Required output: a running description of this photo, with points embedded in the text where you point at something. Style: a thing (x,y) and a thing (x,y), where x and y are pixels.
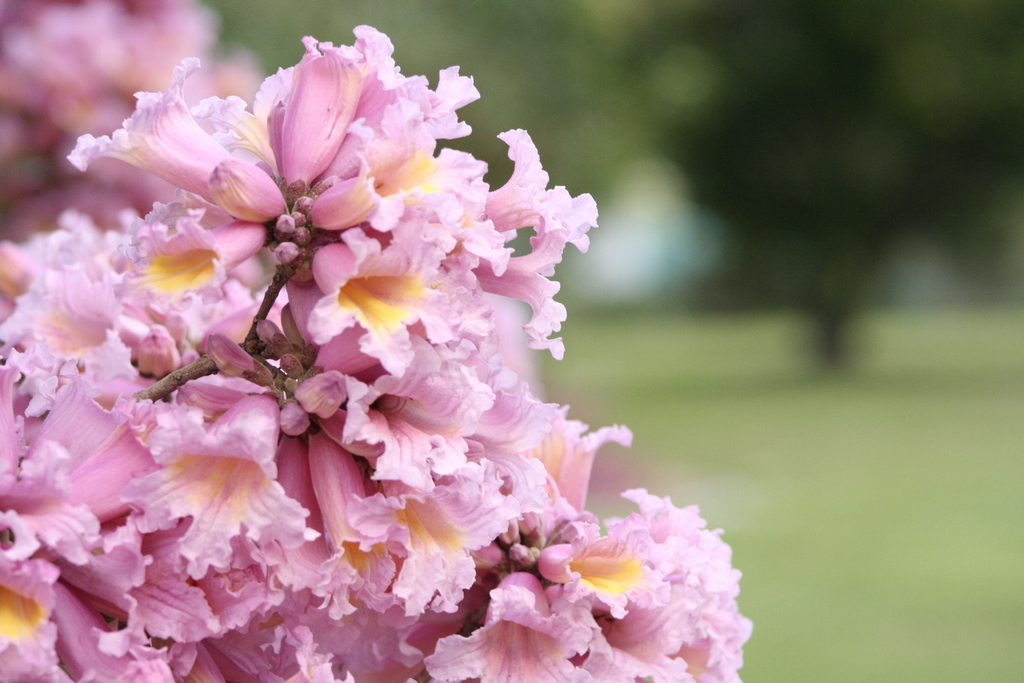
This image is taken outdoors. In this image the background (578,86) is a little blurred. There are a few trees (723,129) on the ground (779,336). There are a few flowers (98,123). On the left side of the image (186,476) there are many flowers (240,423) which are pink in color. On the right side of the image (736,412) there is a ground (851,573) with grass (877,557) on it.
